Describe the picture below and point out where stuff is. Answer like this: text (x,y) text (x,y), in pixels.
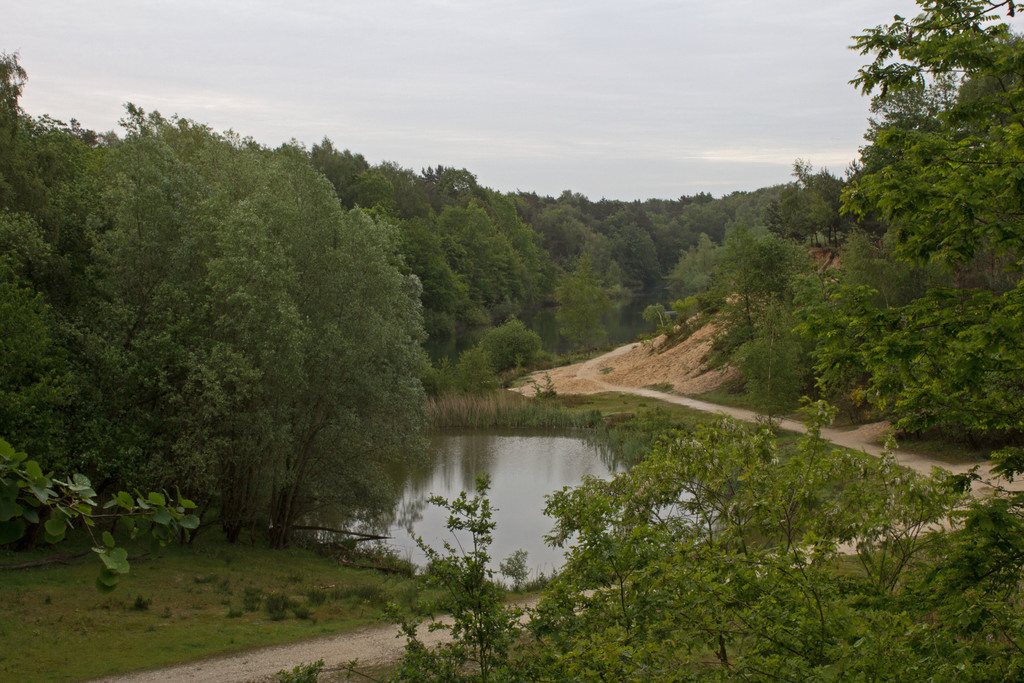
In this picture we can see a few trees (1021,245) and water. There is a path (334,655).
